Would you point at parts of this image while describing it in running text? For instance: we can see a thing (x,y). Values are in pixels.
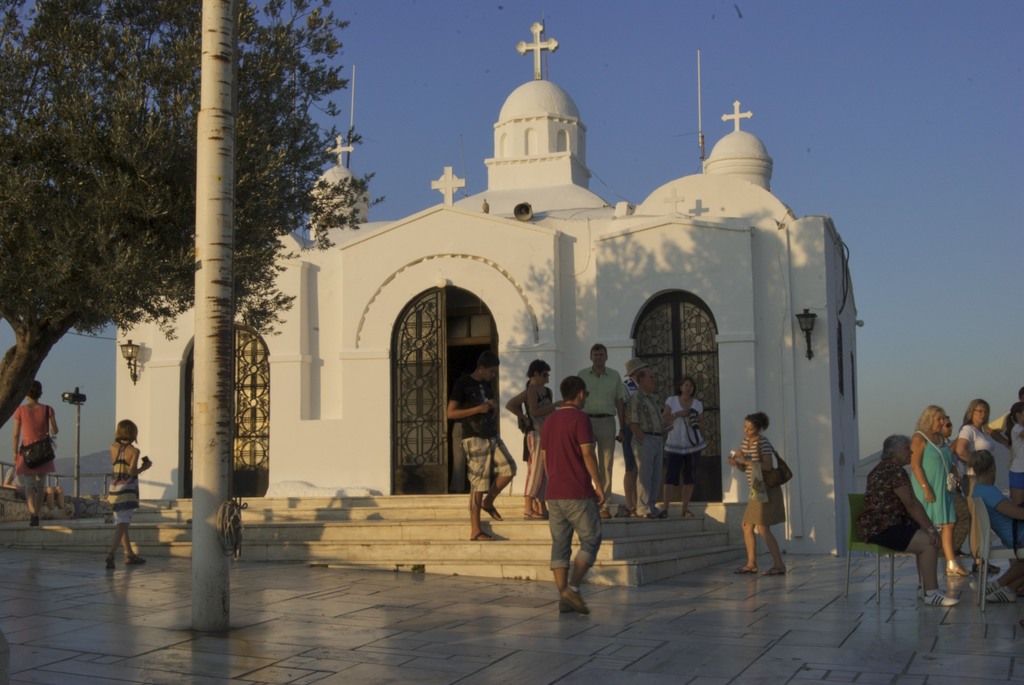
In this image there are some persons (561,550) standing in middle of this image (558,438) and there are some persons (898,535) sitting at right side of this image (976,527) and some are standing. There is a church (352,388) in the background (564,338) and there are two persons (123,475) are at left side of this image (120,489) and there is a tree (107,226) at top left side of this image (99,172) and there is a pole (205,368) at bottom of this image (218,583). There is a sky (475,78) at top of this image (815,84).
